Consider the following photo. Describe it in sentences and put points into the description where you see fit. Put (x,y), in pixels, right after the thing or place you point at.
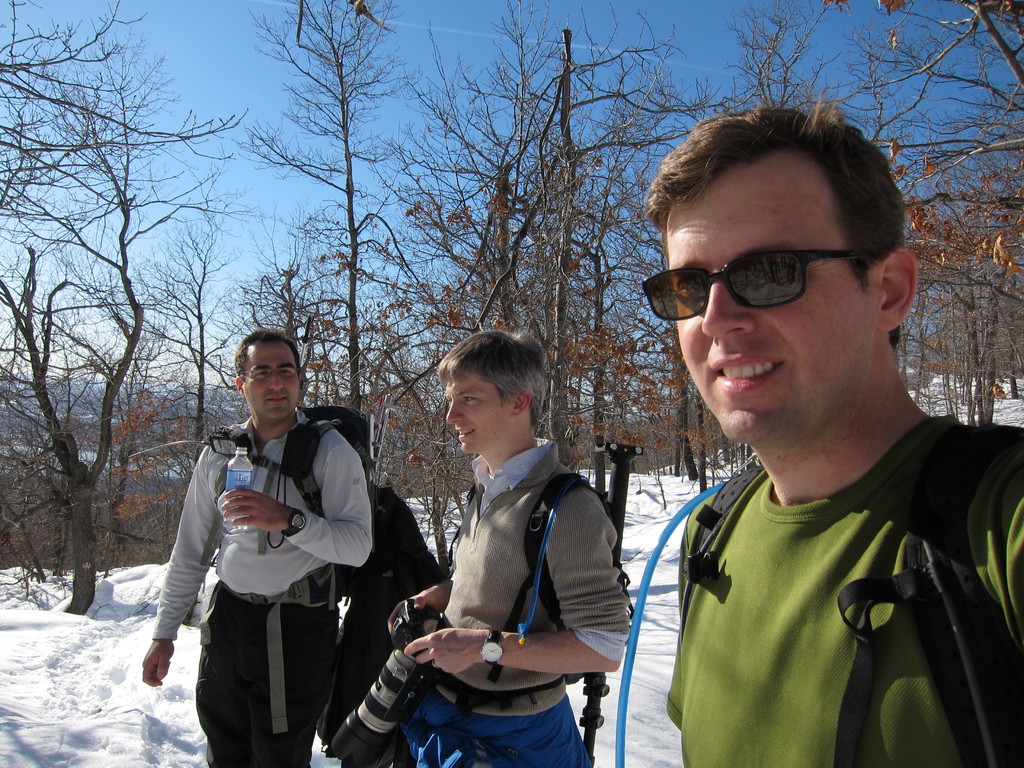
In the image we can see there are people (235,668) who are standing on the snow (72,660) and at the back (115,317) there are lot of trees (352,306).
